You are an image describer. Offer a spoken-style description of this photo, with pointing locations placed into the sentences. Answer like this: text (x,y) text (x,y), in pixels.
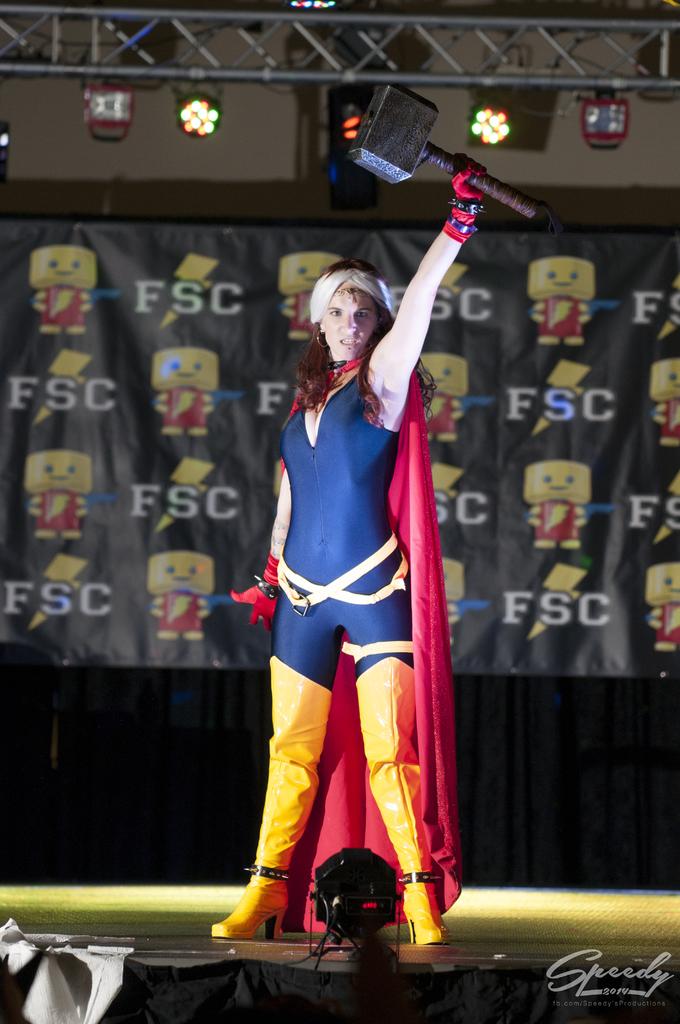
At the bottom of the image (308,936) there is a stage (156,927) with lights (359,936) and a cloth (218,978). There is a lady (290,461) with costume (324,664) is standing on the stage (208,911) and holding the hammer (393,176) in her hand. Behind her there is a poster (131,376) with images (44,312) and some names (646,510) on it. And also there is a black curtain (215,696). At the top of the image (666,44) there are rods (400,18) with lights (103,94) hanging onto it.
